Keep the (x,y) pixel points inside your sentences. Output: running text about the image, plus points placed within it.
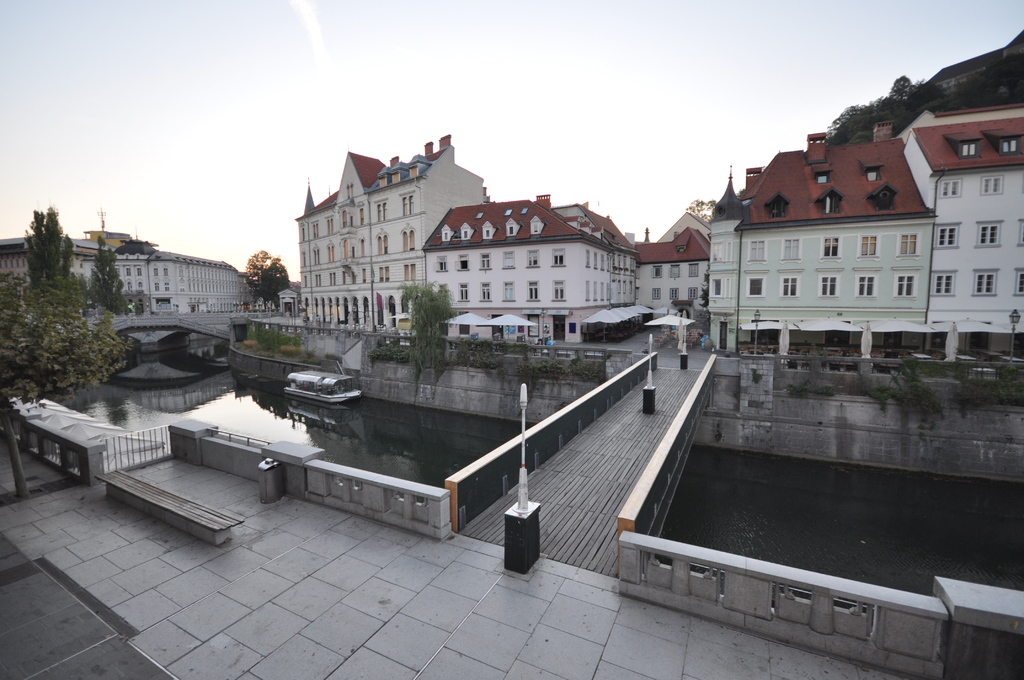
In this image there is a road (398,619) connecting with the bridge (504,507) on a lake (268,400), on which we can see there is a ship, beside the lake (1009,491) there are some buildings (967,113) and trees (1017,88).
